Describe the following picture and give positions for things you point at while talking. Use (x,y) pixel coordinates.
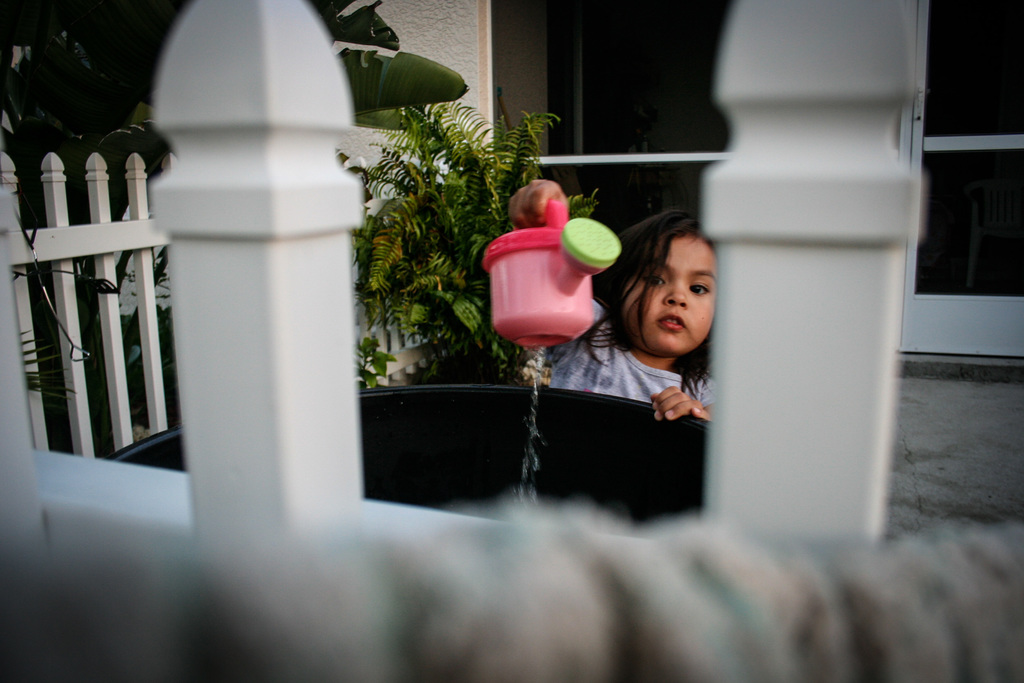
In this image we can see a girl (618,378) standing beside a container (549,471) holding a watering can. We can also see a fence (287,619), plants (426,322), a wall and a door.
